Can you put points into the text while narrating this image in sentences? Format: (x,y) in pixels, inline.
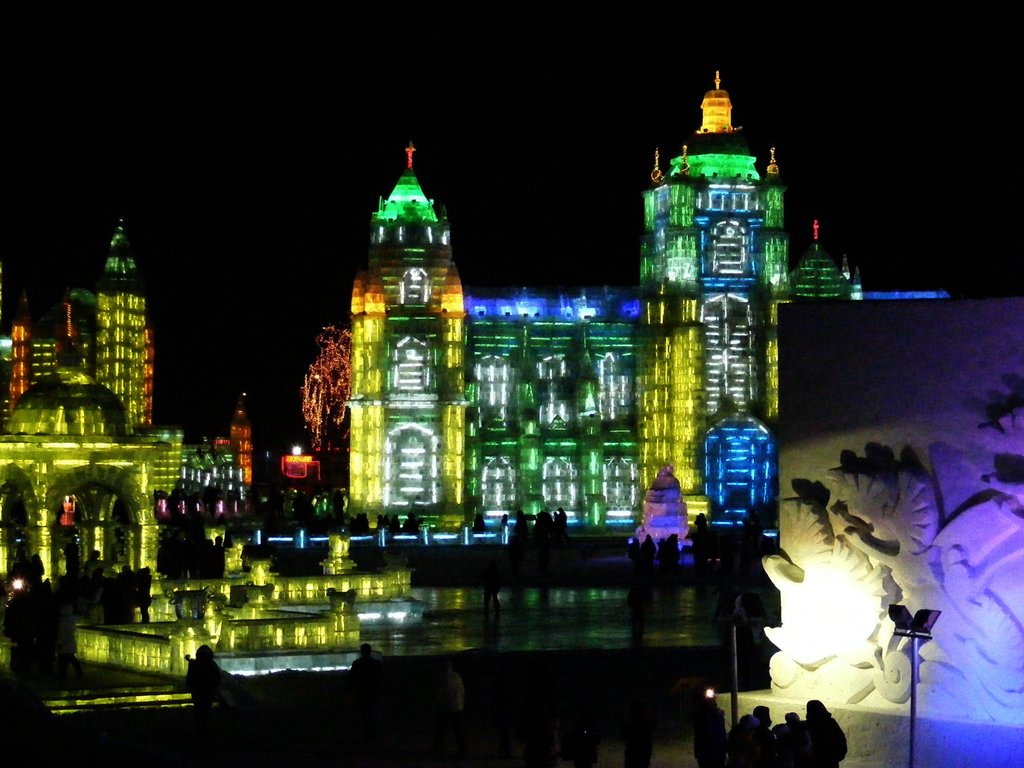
In this picture I can observe buildings (217,440) in the middle of the picture (673,408). There are yellow, green, blue and orange color lights (368,369) on the buildings (451,460). The background (217,159) is dark.
